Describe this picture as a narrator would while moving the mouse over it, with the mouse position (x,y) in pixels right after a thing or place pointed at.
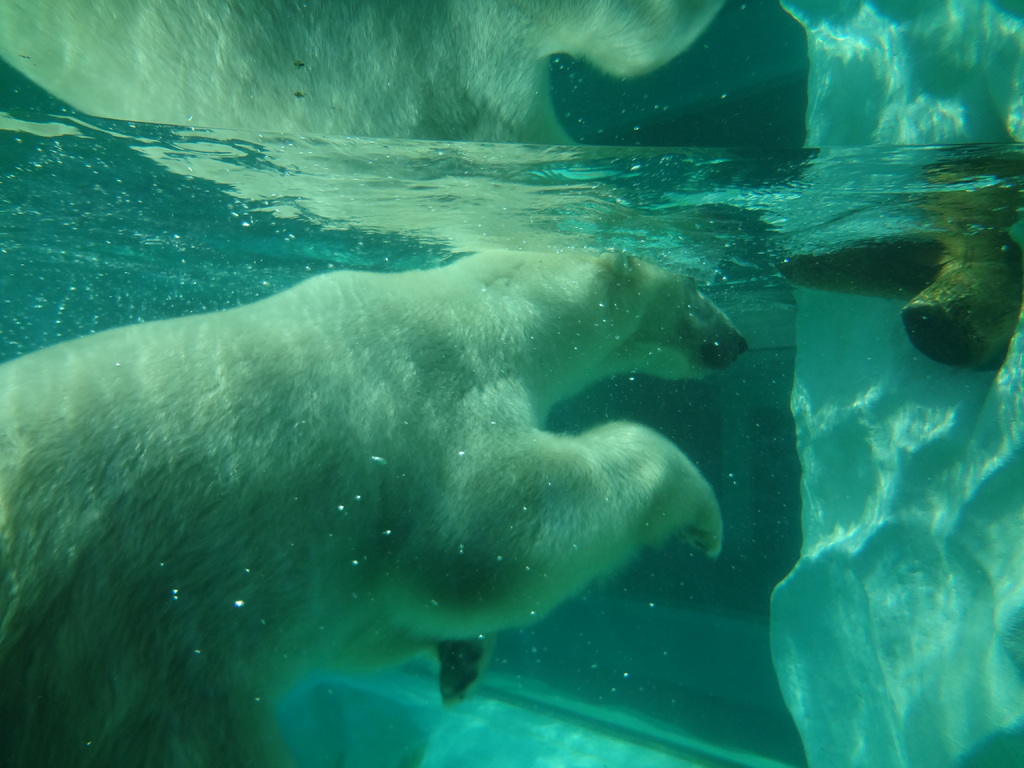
In this image I can see water (552,153) and in it I can see a white colour polar bear (381,377). On the right side of this image (1023,471) I can see a white colour thing (822,743) and an object (946,278) near it.
